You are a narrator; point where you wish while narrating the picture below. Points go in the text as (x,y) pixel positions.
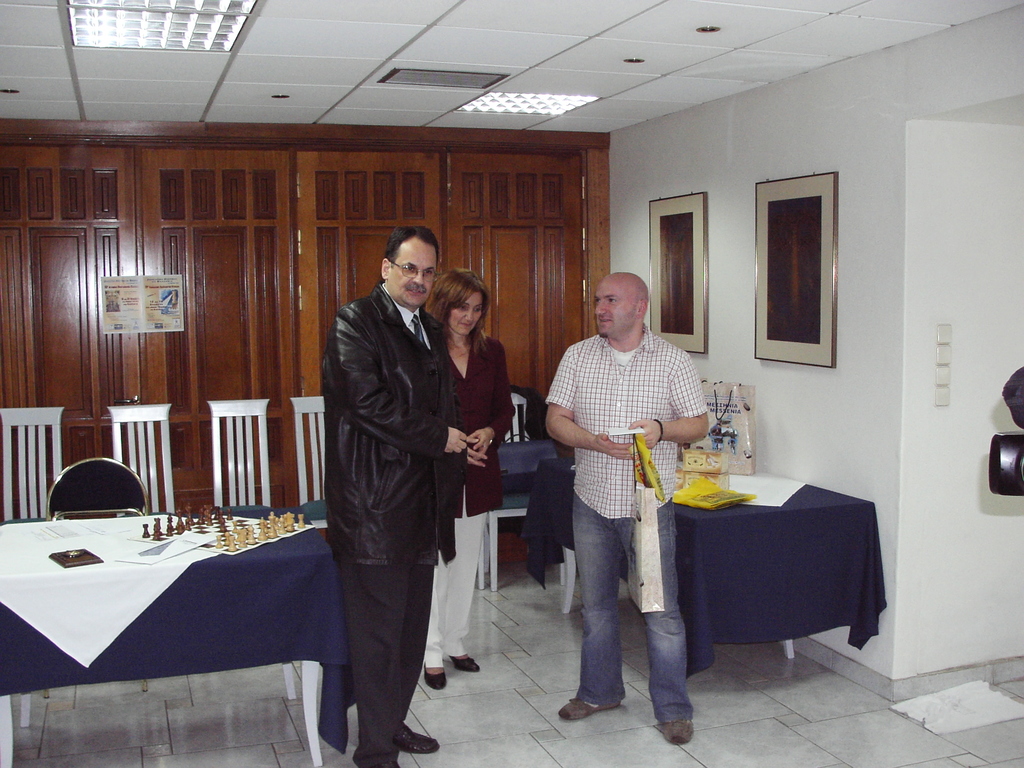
As we can see in the image there is a white color wall (963,232), two photo frames (824,336), chairs (115,433) and tables (233,561) and three people (460,357) standing over here. On table (131,582) there is a paper (97,531) and chess board (243,522).
